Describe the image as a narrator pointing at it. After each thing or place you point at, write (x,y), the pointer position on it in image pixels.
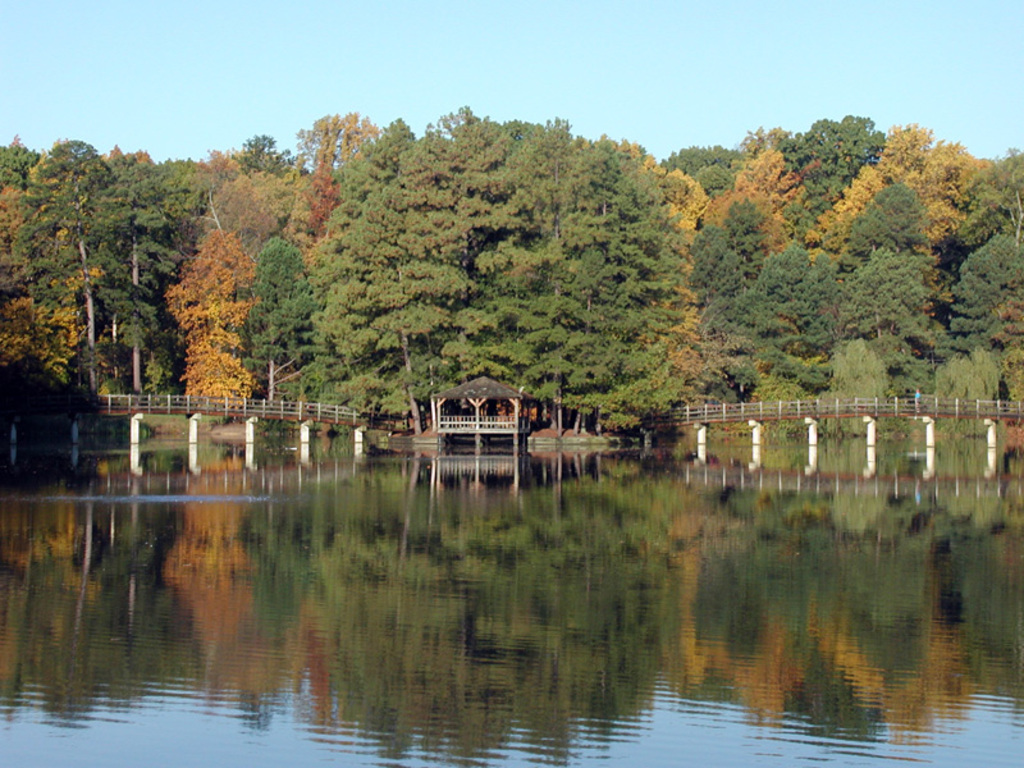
In this picture I can observe a river (398,567) in the middle of the picture (406,480). I can observe bridge (312,422) and some trees (113,215) in the background (582,281).
